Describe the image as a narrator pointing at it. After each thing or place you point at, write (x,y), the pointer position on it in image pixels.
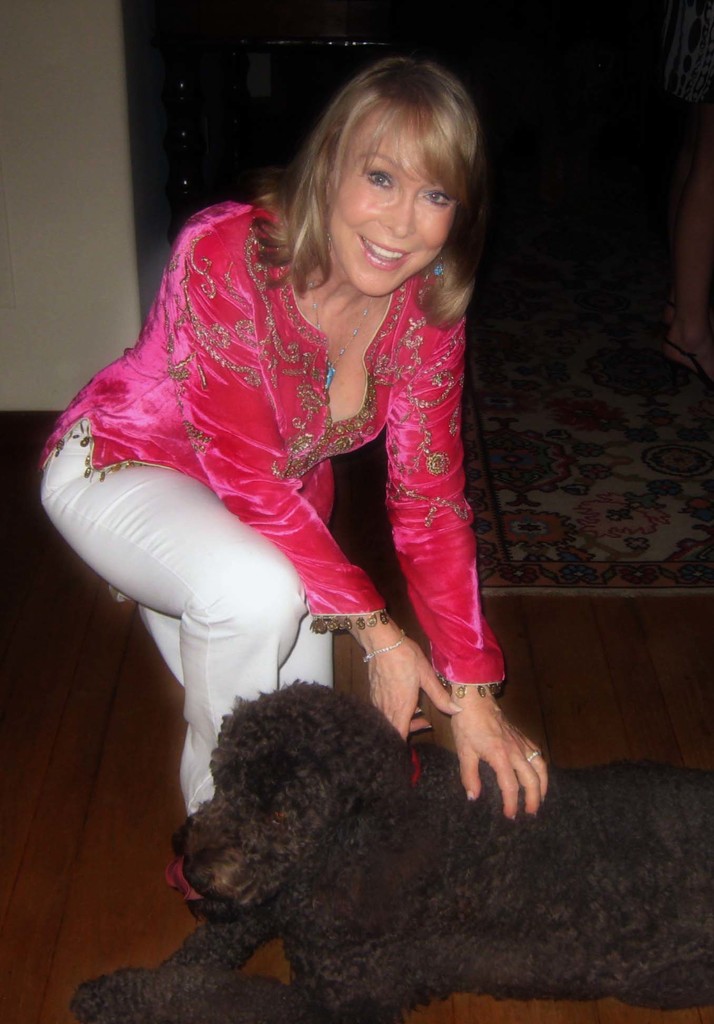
This picture is of inside the house (77,69). In the foreground (536,951) we can see a dog (492,885) lying on the floor (586,1016) and there is a woman (236,243) wearing pink color t-shirt (232,386), smiling and seems to be squatting. In the background (638,504) we can see a carpet (627,437) and a wall (63,66).
